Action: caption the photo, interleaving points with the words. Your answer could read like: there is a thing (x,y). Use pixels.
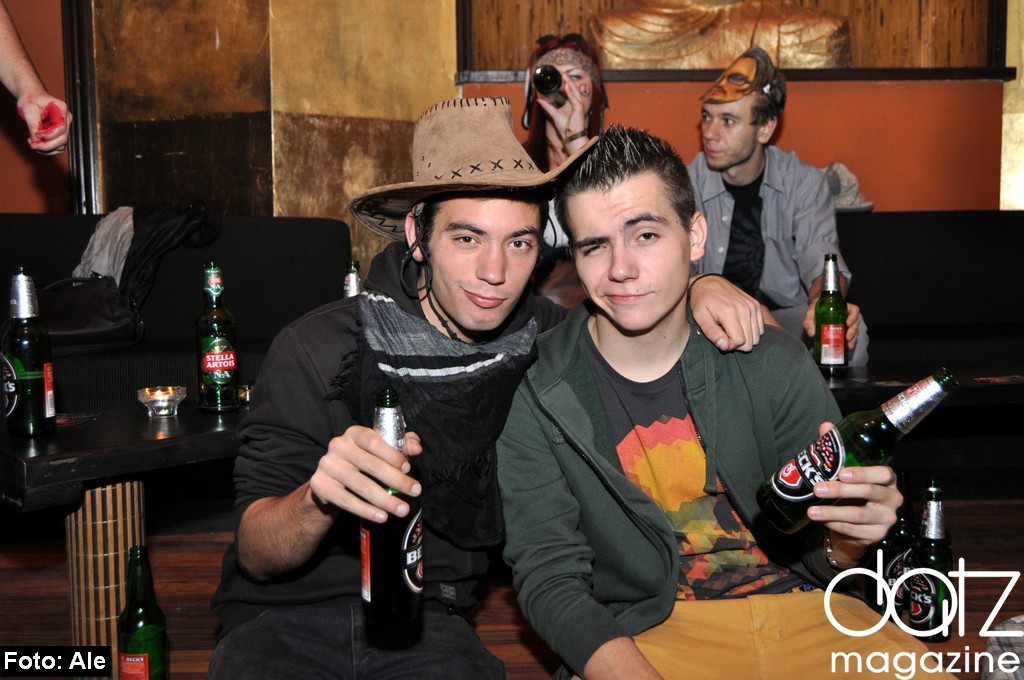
There are two members (474,370) in this picture, holding a beer bottles (824,466) in their hands (315,476). One of the guy (483,193) is wearing a hat (481,178). In the background (731,229) there are two other people (579,91) sitting in the sofas (961,308). There is a photo frame (708,46) attached to the wall (300,86) in the background (280,86).
